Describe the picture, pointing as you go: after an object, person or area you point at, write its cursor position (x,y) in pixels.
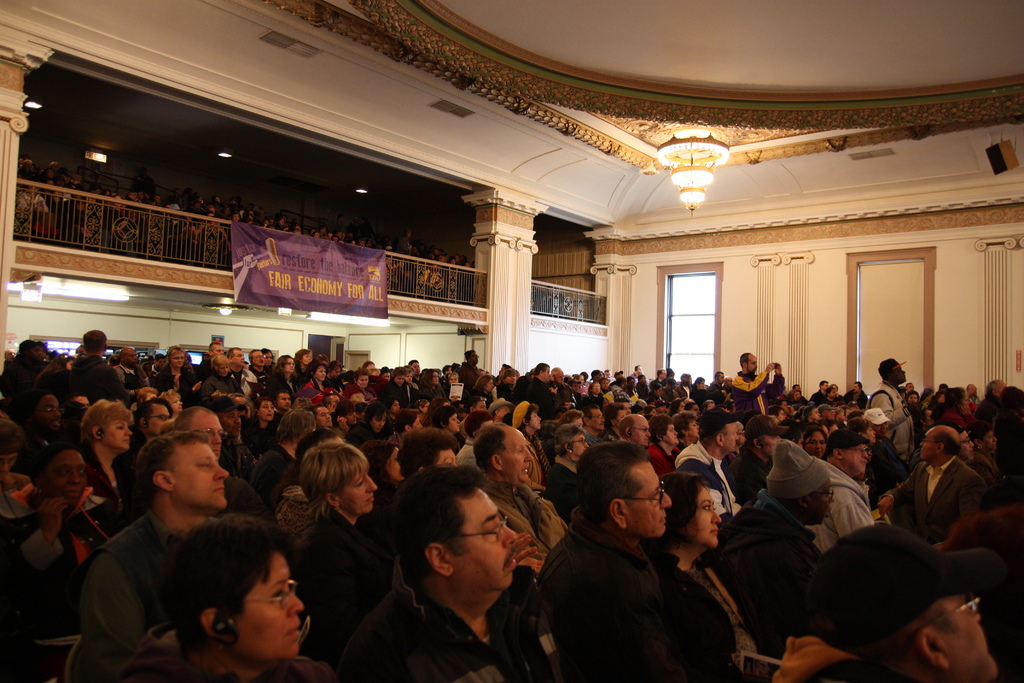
This picture describes about group of people (202,207), few are seated and few are standing, and we can see a hoarding (274,271), few lights (223,157) and fence (420,283).
